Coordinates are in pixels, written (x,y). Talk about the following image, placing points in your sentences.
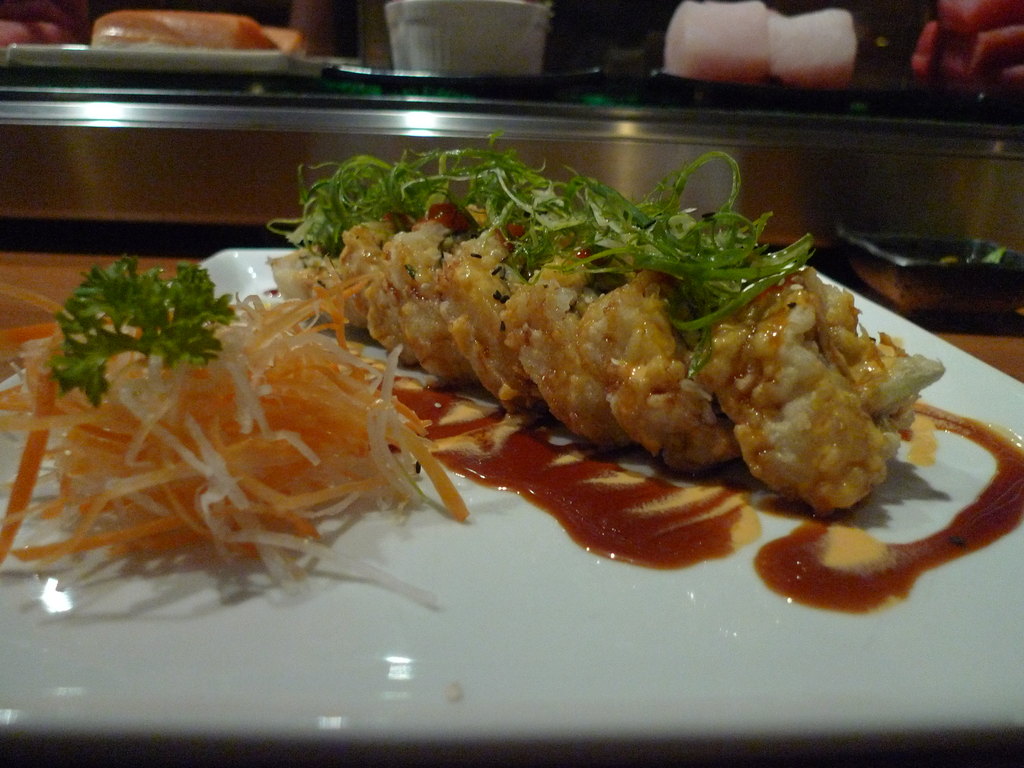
In this image there is a white plate (525,647) on which there is food (523,338). On the food (448,320) there is tomato sauce (613,489). In the background (338,96) there is an iron tray (262,139). On the food (487,239) there are coriander leaves (562,218).
